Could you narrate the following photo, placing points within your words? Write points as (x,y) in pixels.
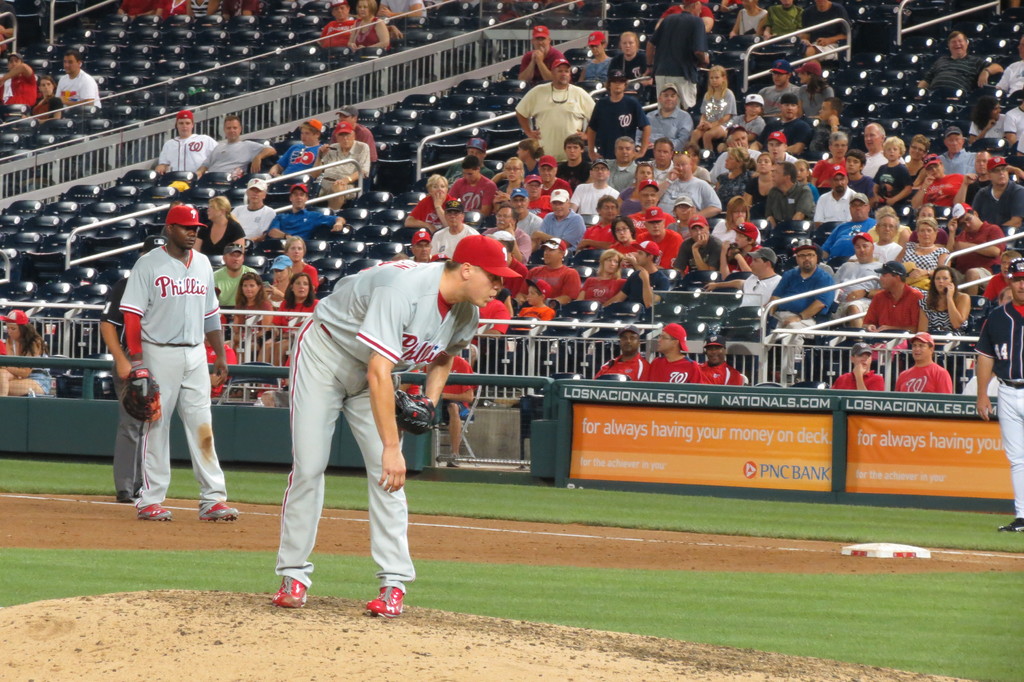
In this image I can see few people (119,456) standing on the ground (247,555) and wearing the jerseys (423,279) and caps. To the side of these people (332,424) I can see the boards (605,401). In the background (605,373) I can see the group of people (644,194) with different color dresses (313,214) and the railing (277,99).
